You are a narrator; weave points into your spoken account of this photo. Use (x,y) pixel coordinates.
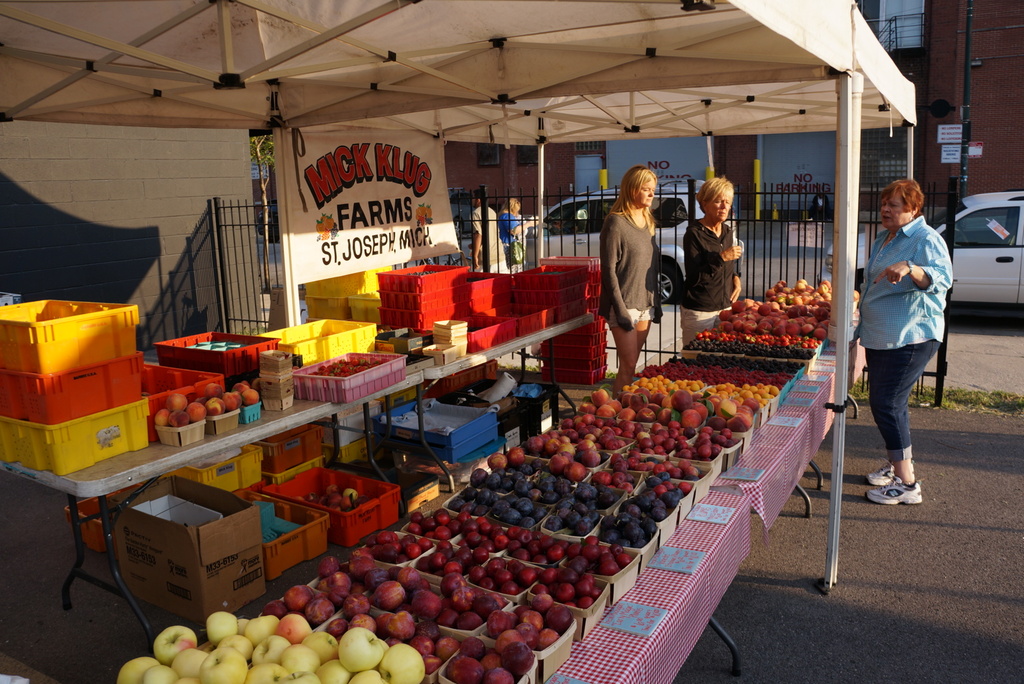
In this image we can see few people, stall (612,30), tables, baskets (328,474), boxes (380,434), clothes (696,526), price tags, and fruits (731,326). There is a banner (294,186). Here we can see a fence (745,258), poles (848,166), road (935,473), and cars (1018,250). In the background (978,120) we can see a building (901,169) and boards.
